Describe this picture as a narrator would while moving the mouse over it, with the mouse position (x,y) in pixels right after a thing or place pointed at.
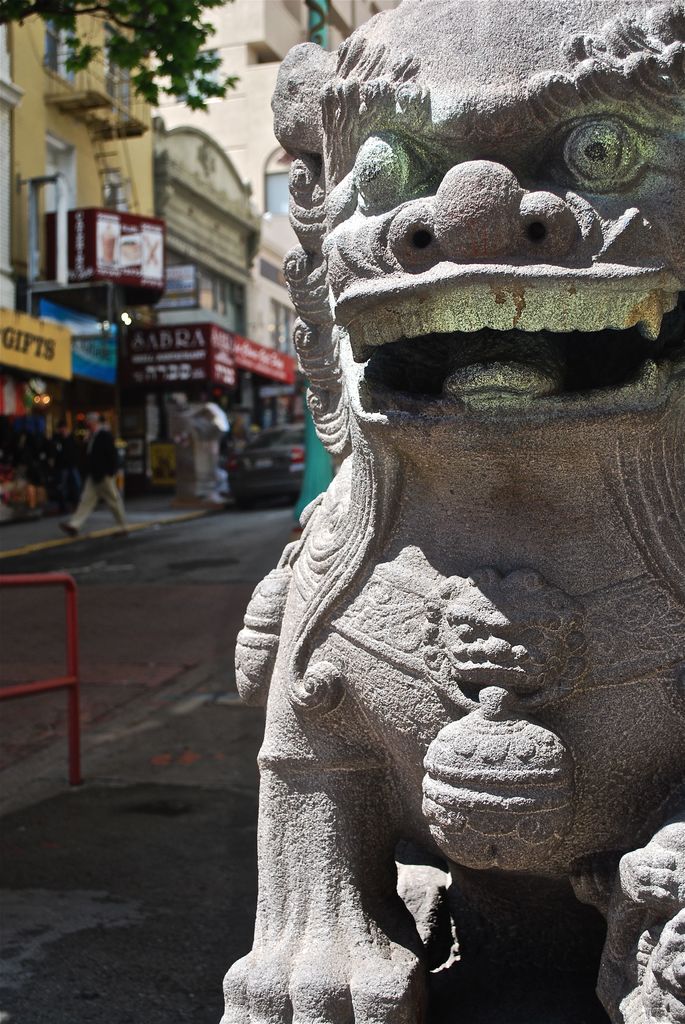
On the right side of the image (520,528), we can see the statue (445,521). On the left side of the image (220,301), there are buildings (122,89), boards (267,365), ladder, people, walls (165,208), vehicle (265,486), rods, few objects (204,493) and road (6,736).
